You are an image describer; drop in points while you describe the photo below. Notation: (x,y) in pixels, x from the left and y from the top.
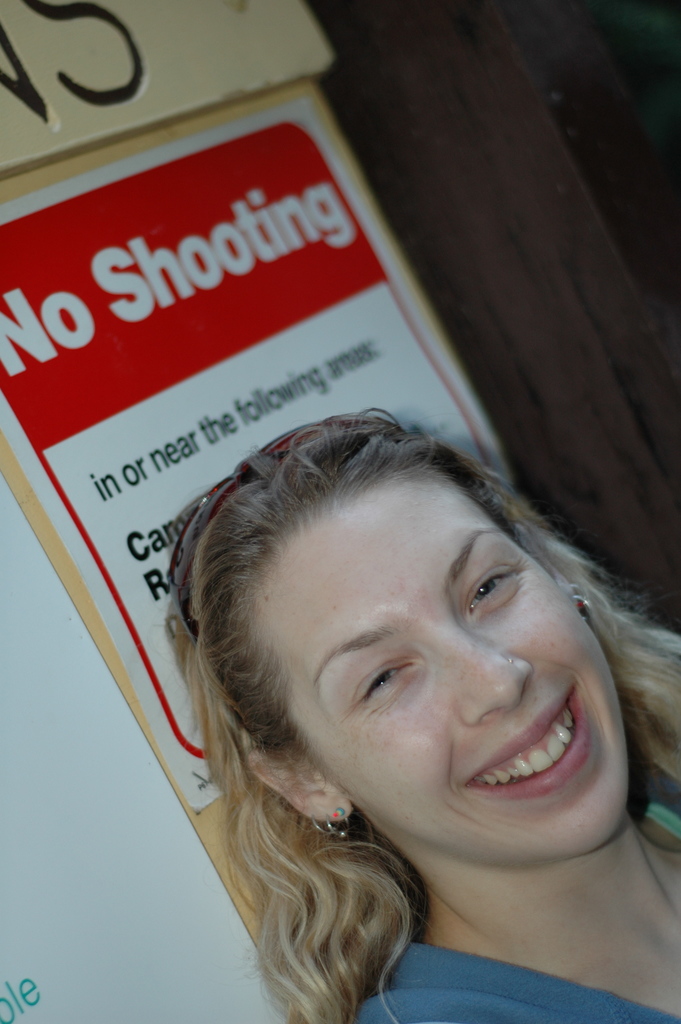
In the center of the image (245,551) we can see a lady (419,498) is smiling and wearing a dress (498,1015), goggles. In the background of the image (256,947) we can see the wall (621,285) and boards (287,212). On the boards (278,154) we can see the text (66,305).
